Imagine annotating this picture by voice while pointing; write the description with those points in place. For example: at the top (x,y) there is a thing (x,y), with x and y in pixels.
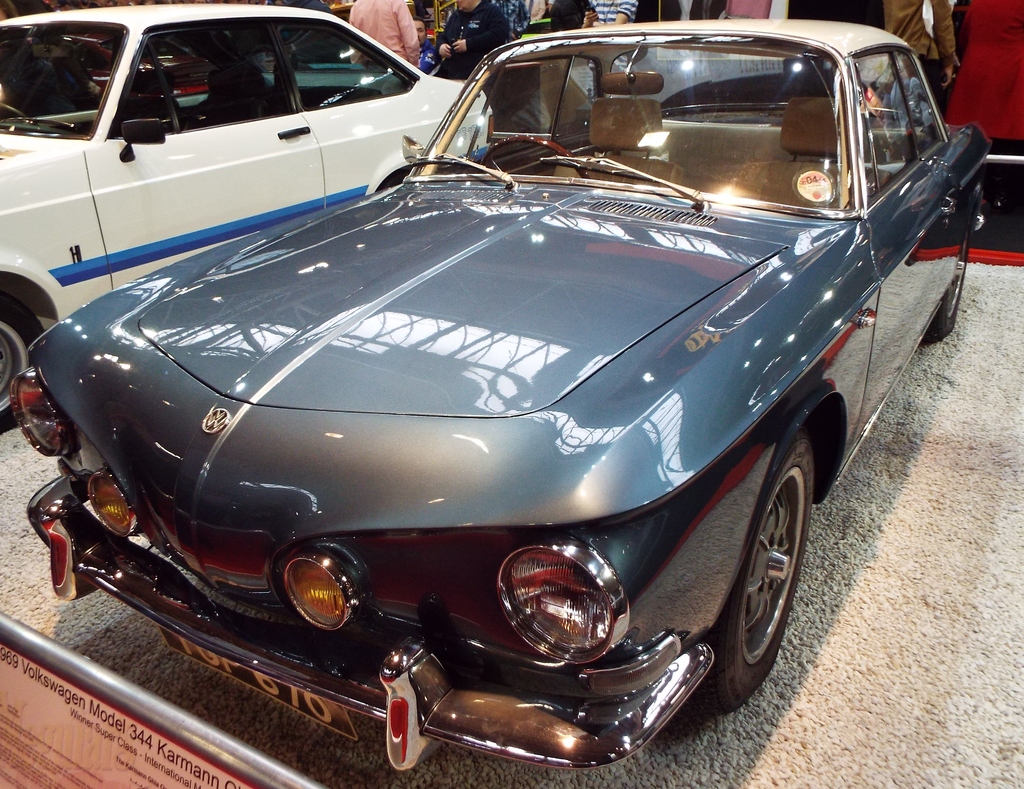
In this image I can see two cars (232,237). In front (289,493) the car (456,244) is in gray color. In the background (611,17) I can see group of people (377,5).
